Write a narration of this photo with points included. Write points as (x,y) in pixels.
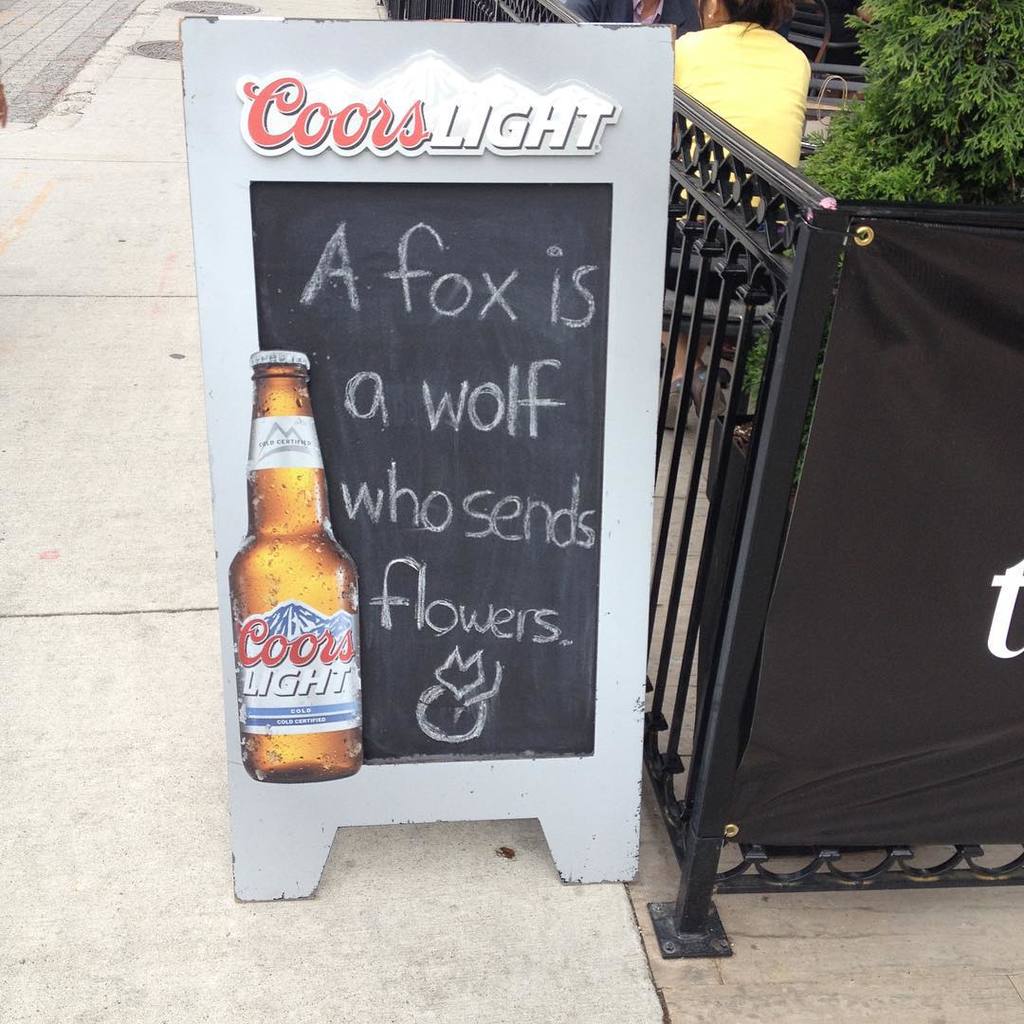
In this image there is a board (598,399) on the footpath (110,376). There is a gate (897,205) on the right side (717,111). We can see a person (700,96) on the right side (729,76). There is a tree (1019,91) on the right side (911,193).
